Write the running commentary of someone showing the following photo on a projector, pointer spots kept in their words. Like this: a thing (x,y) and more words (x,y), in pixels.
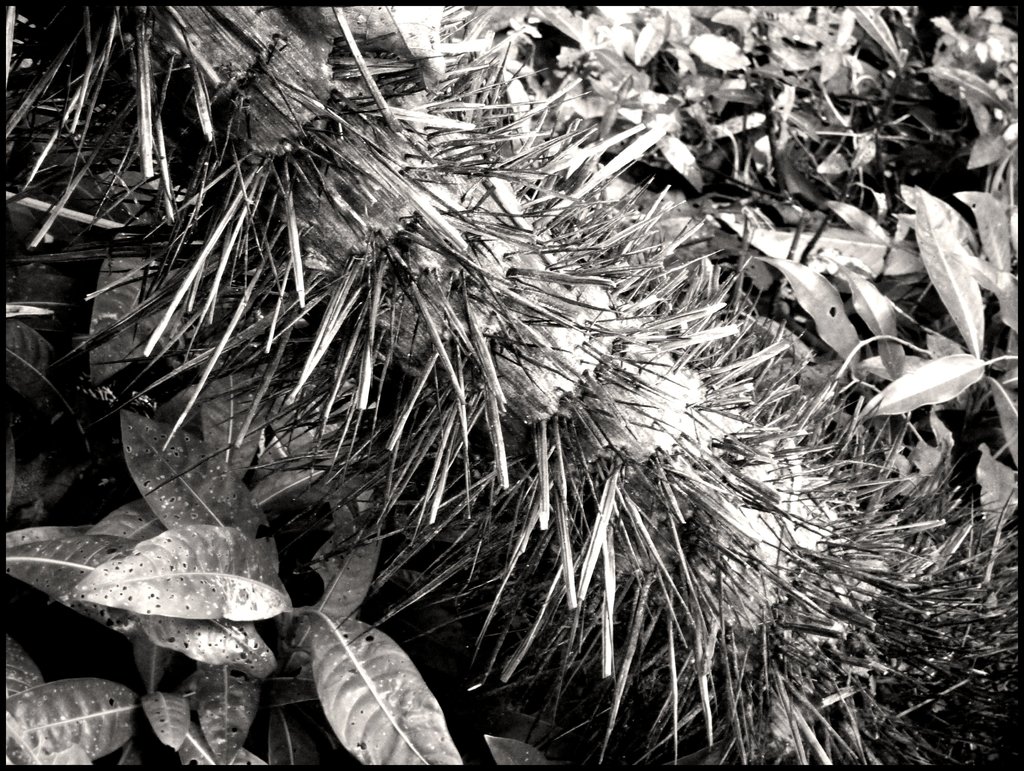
In the picture I can see plants (401,671) and something. This picture is black and white in color.
